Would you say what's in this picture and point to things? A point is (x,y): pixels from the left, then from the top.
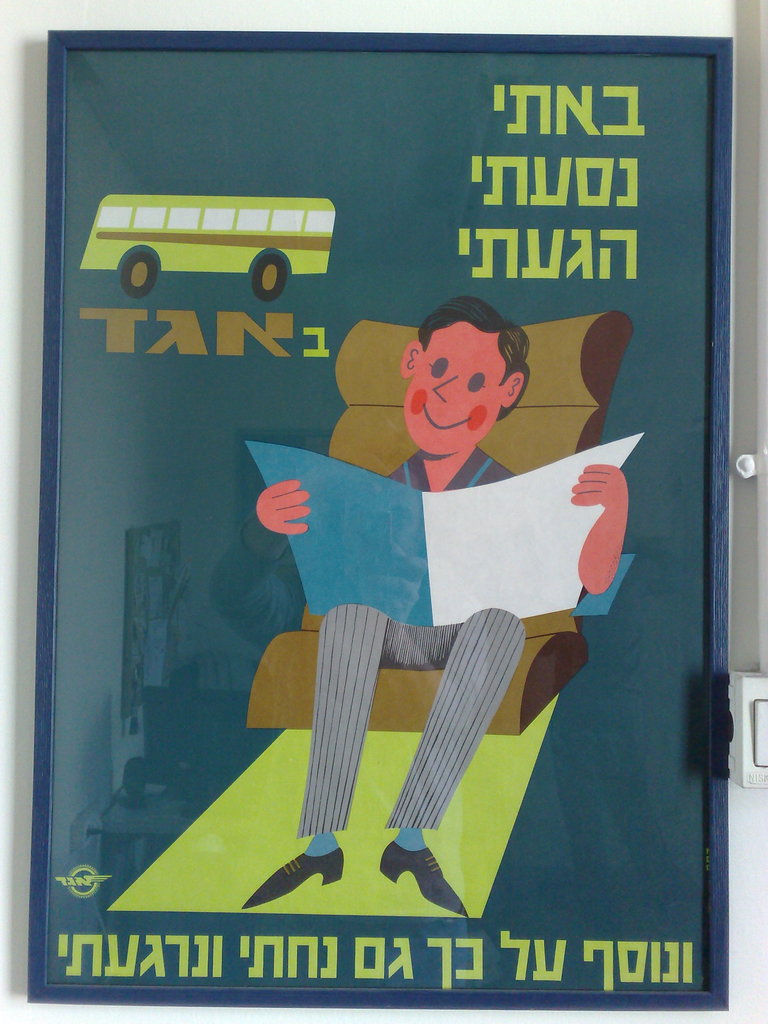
In this image we can see a poster (318,490) on the wall (20,575), on the poster (318,490) there is a picture (374,553) of a person (447,641) sitting on the chair (377,691) and holding paper (376,510), there is a picture (168,246) of a bus (166,233), also we can see some text (520,105) on it.
